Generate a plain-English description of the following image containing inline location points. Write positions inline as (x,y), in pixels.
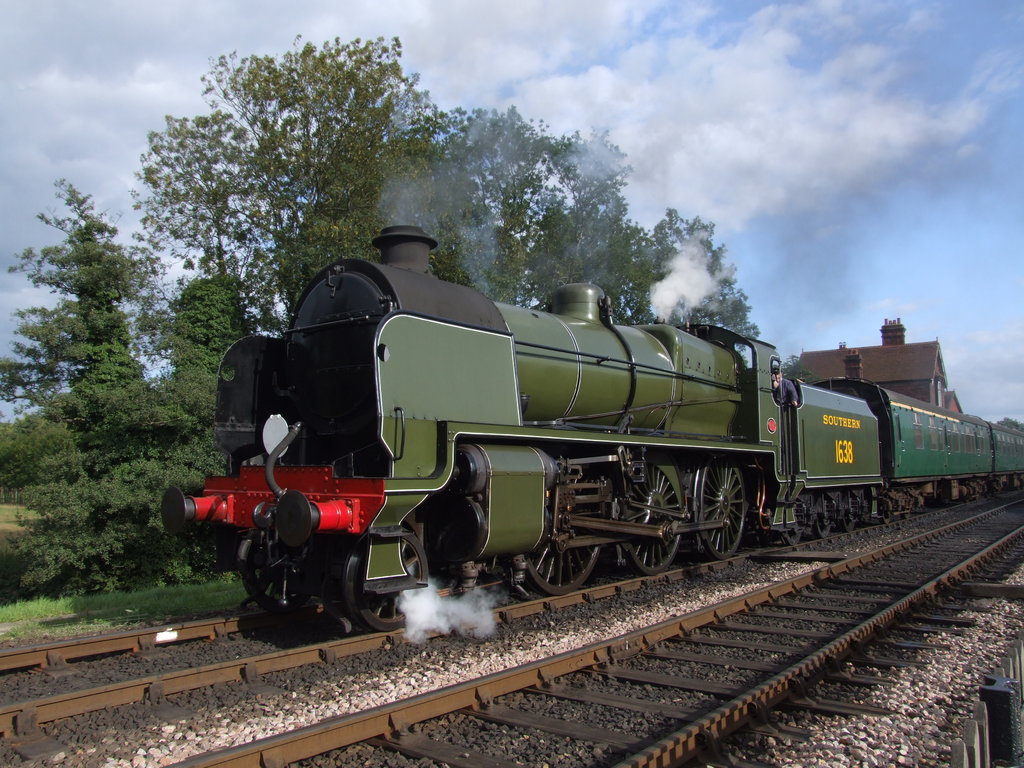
In the image we can see a train (473,451), on the train track (284,665). This is a train track (659,699), stones (394,685), grass (50,605), trees (88,582) and a cloudy sky (814,113). This is a smoke (391,215).
